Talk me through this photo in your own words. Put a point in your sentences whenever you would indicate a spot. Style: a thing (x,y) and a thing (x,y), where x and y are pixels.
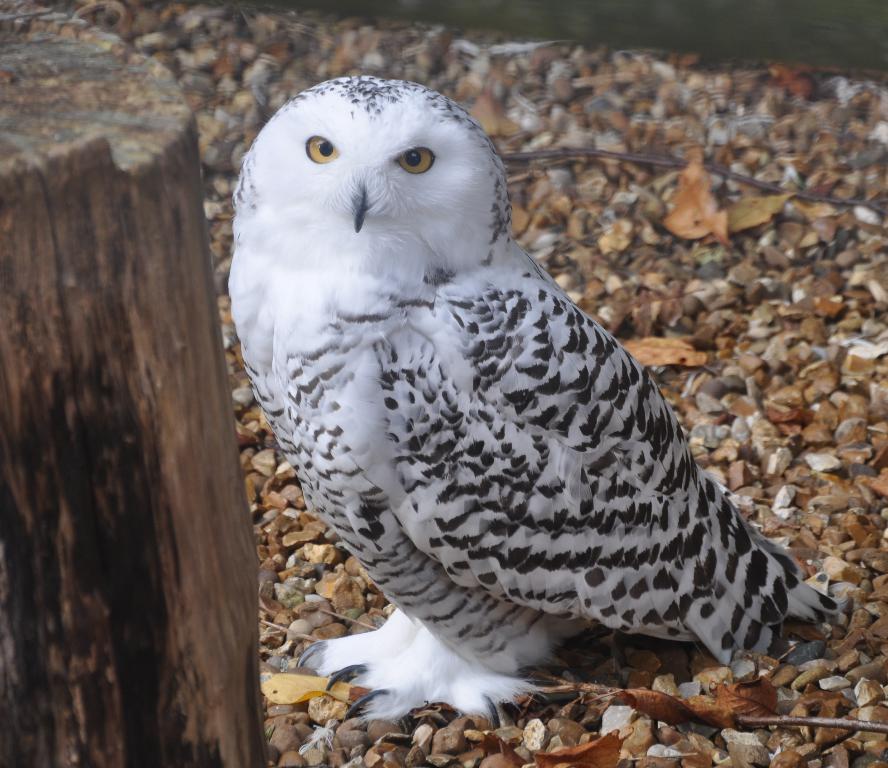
In the center of the image (422,408), we can see an owl (454,375) and on the left (133,392), there is a trunk (136,451) of the tree (178,558).
